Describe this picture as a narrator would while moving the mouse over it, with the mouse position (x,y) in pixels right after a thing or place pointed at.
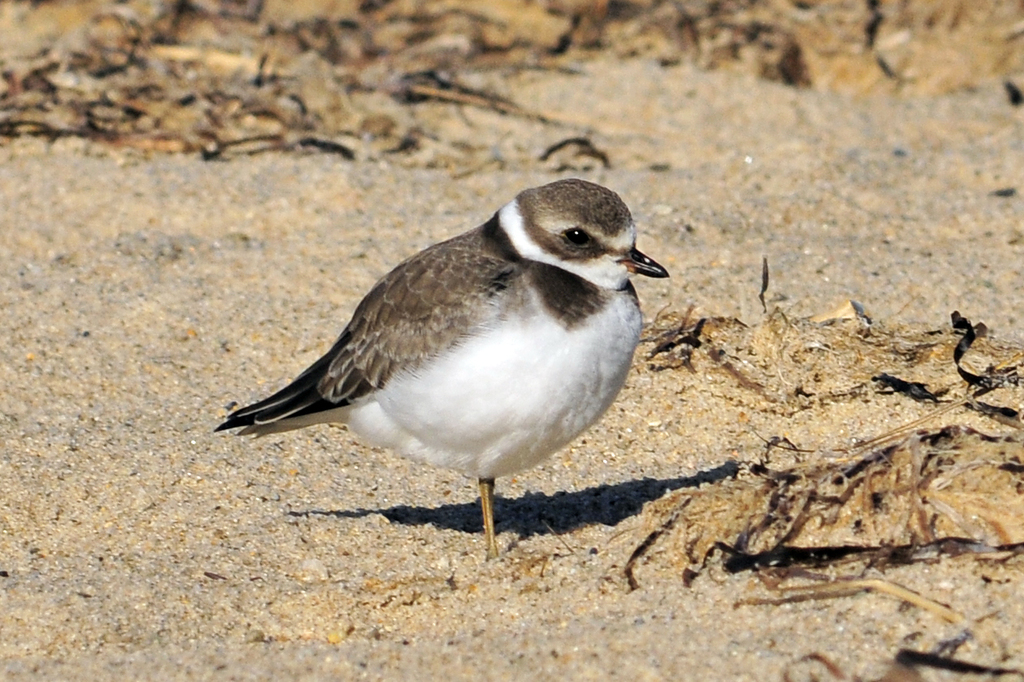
In this image there is a bird (338,405) in the middle (343,385), the bird (528,322) is in white and black in color.
